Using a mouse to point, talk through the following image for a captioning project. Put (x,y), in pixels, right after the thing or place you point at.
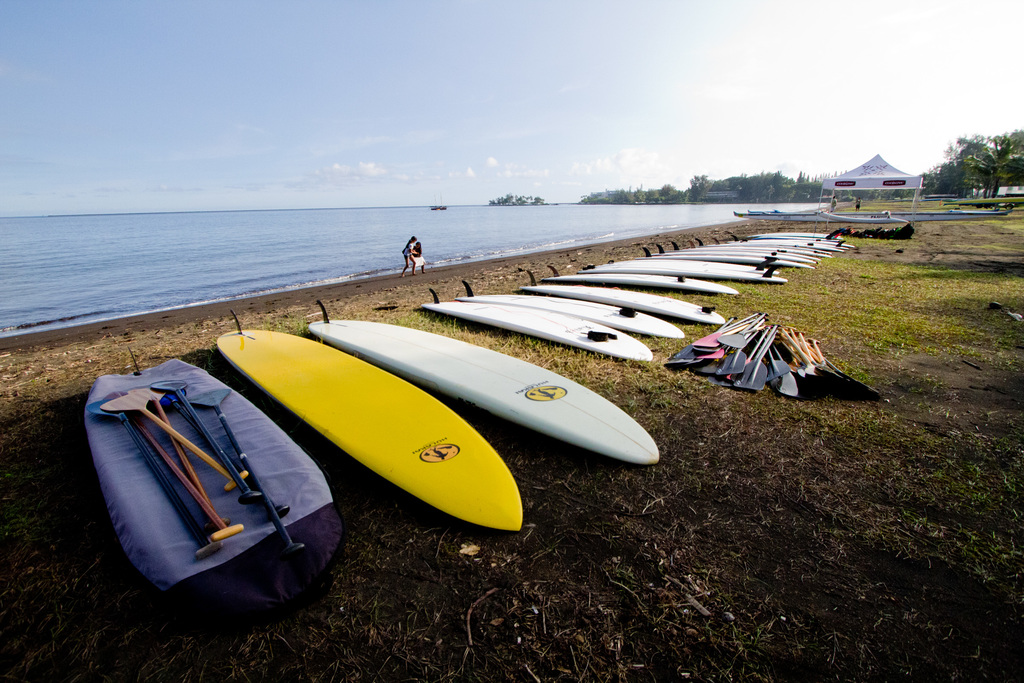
In this image there are so many surf boards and paddles (763,323) on the grass ground (99,525), beside them there is a tent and trees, also there is a beach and few people (417,250) walking at the seashore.
